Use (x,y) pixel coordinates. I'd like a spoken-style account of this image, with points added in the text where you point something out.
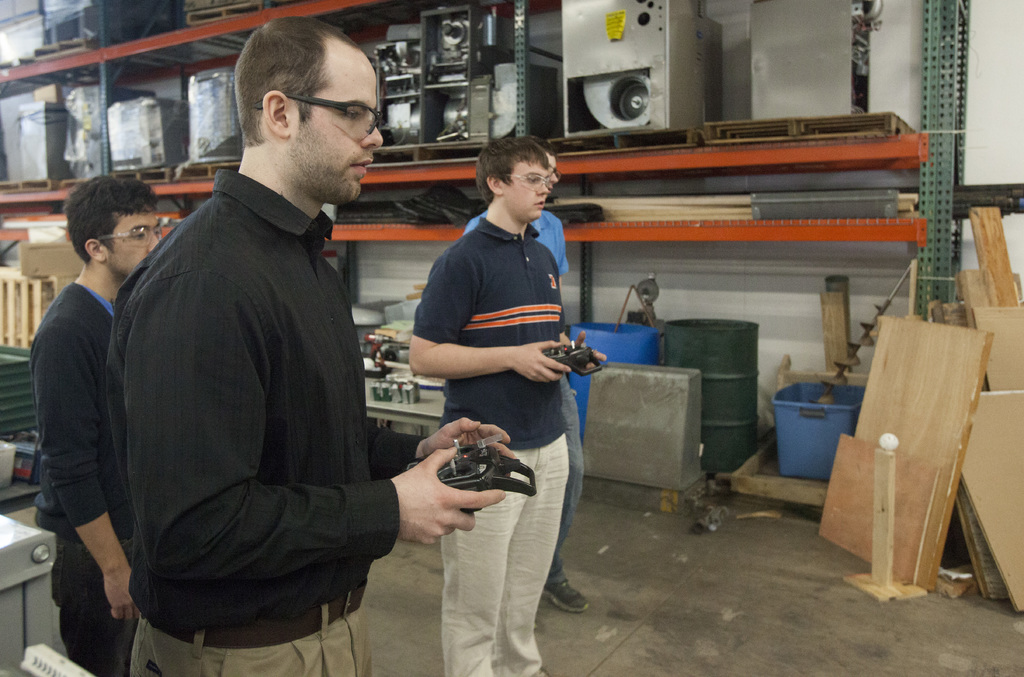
In this image I can see group of people (96,256) and they are holding some objects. I can also see few wooden objects (975,565), background (11,106) I can see few machines (22,173) in the rack (944,14) and the wall (919,36) is in white color.
